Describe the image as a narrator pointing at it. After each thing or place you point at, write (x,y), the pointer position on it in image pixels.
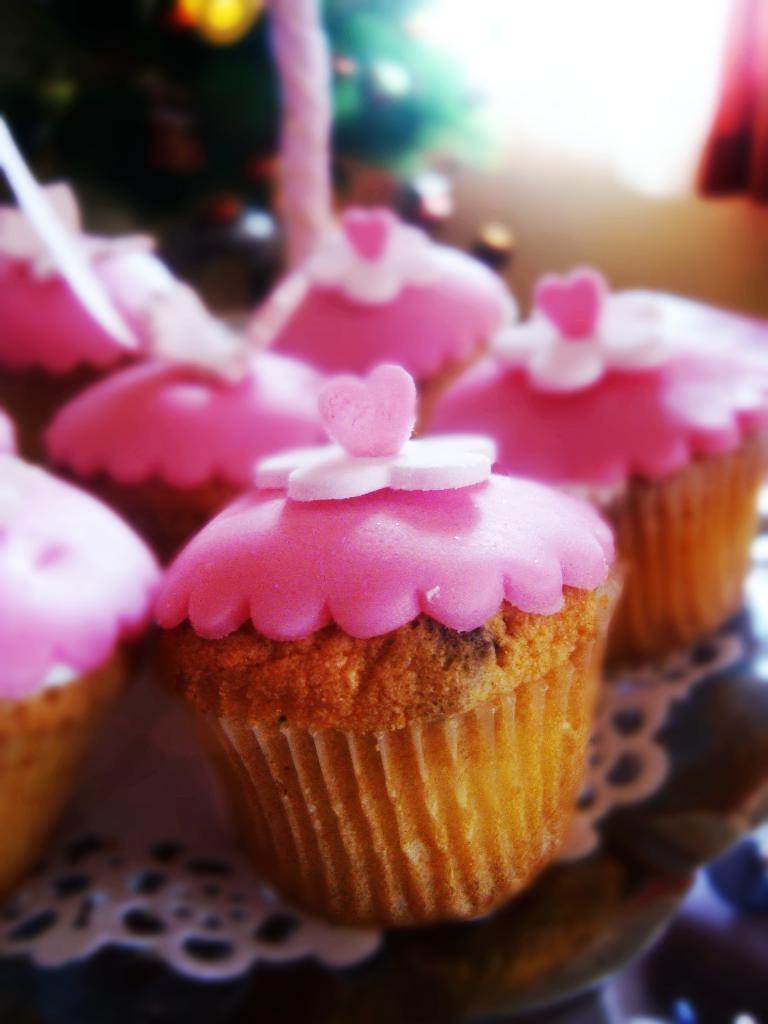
In this picture we can see there are cupcakes (248,473) on an object (725,721). On the cupcakes (65,681) there are candies (407,250). Behind the cupcakes (248,337) there is the blurred background (637,185).
